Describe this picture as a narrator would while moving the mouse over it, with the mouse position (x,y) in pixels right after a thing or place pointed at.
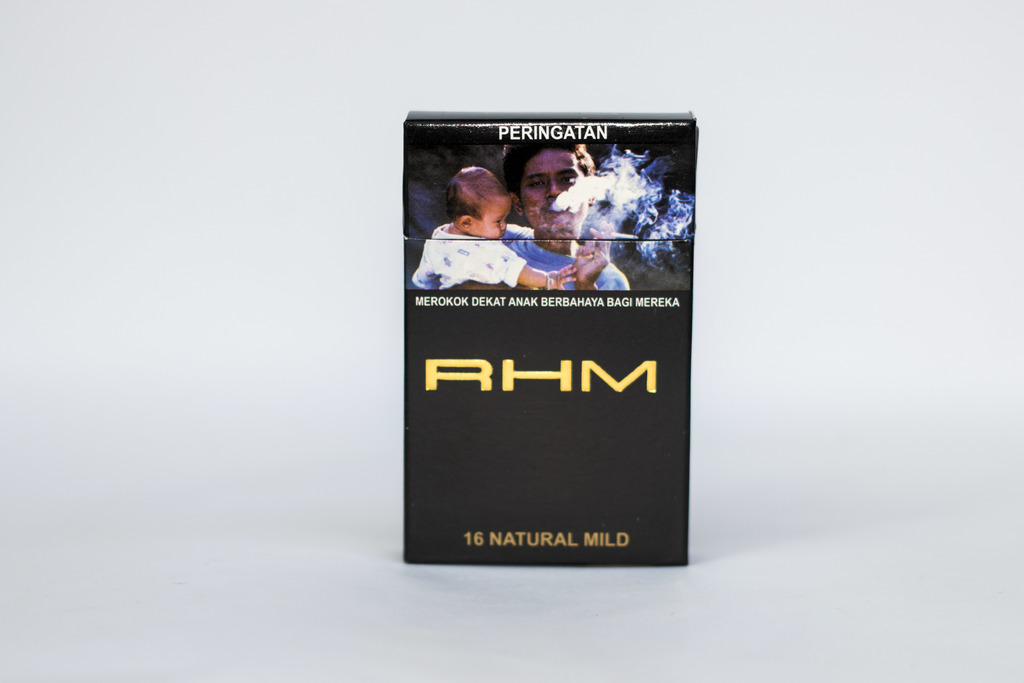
In this image I can see the black color box (489,460) and I can see two people (522,266) and something is written on it. I can see the white background (207,299).
